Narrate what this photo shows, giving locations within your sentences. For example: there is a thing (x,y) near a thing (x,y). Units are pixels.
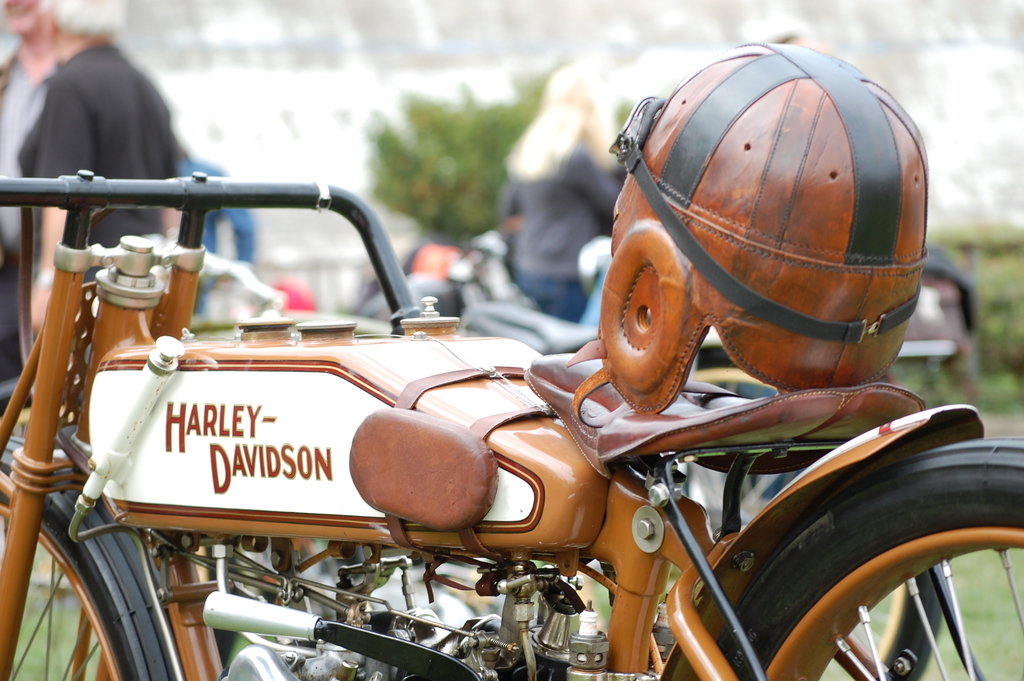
In the image in the center (532,422) we can see one "Harley Davidson" bike (432,424), which is in brown color. On bike (854,400), we can see brown color helmet (812,176). In the background (473,94) we can see wall (280,238), plants (440,174), grass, few vehicles (472,267) and few people (542,234) standing.
